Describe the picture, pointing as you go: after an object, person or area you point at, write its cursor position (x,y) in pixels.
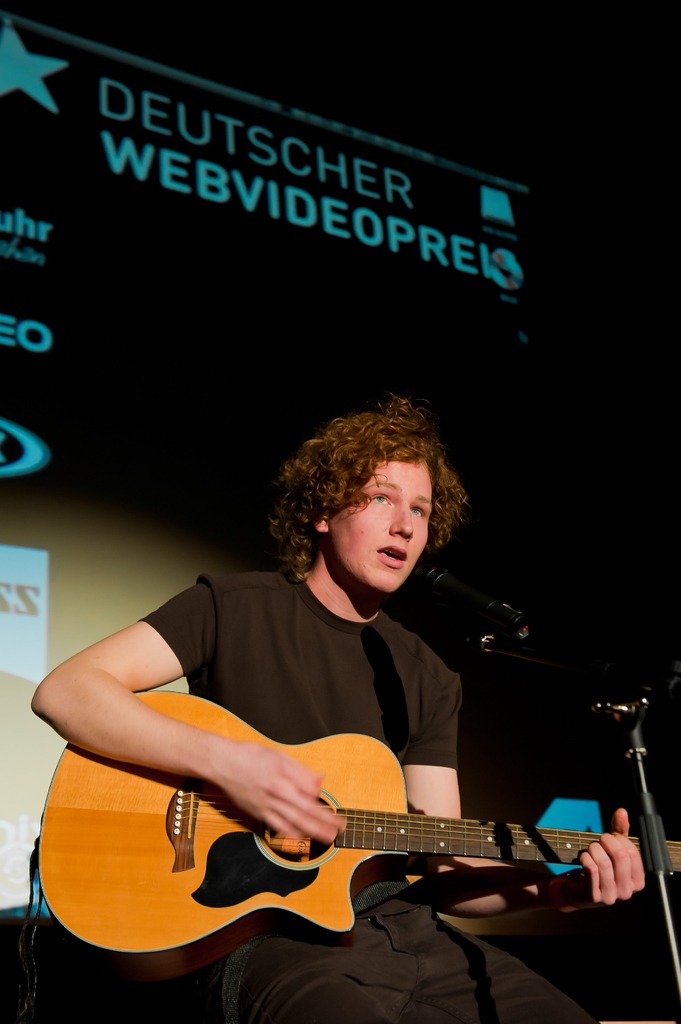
In the picture a person (374,569) in foreground (397,419) is sitting, playing guitar (374,815) and singing. On the right (467,590) there is a microphone (522,622). On the top left (106,309) and background (355,226) there is a screen (451,239). On the top right (533,205) it is dark.
